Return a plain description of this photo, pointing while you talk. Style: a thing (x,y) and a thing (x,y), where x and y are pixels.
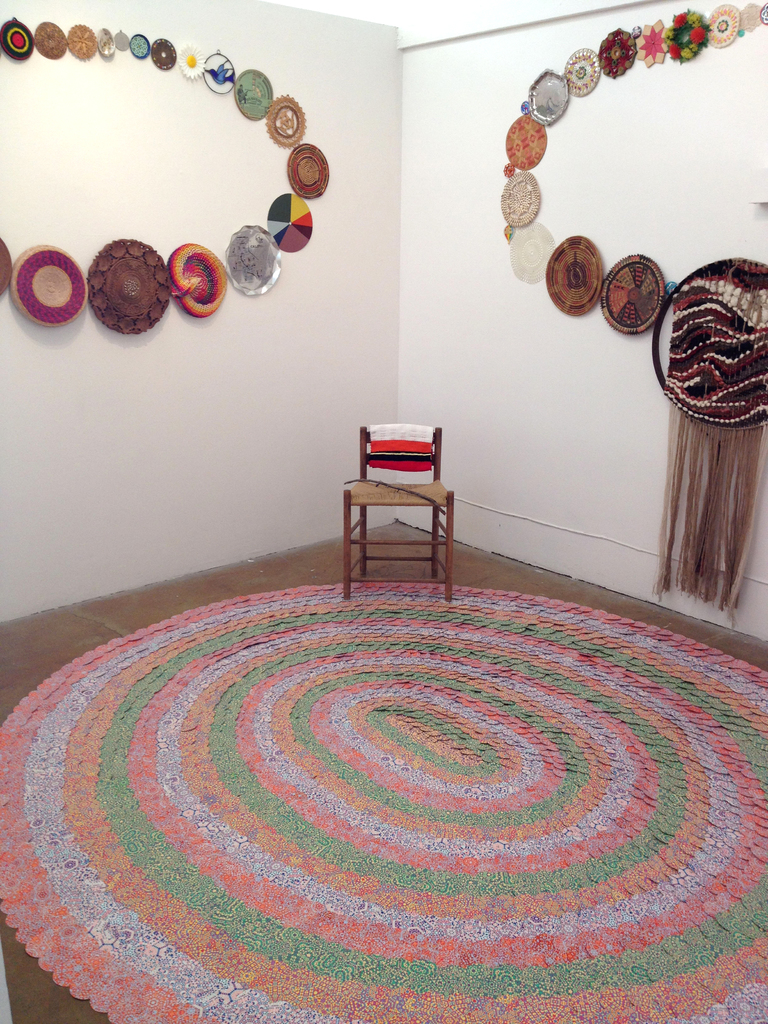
Here in this picture on the floor (54,1013) we can see a carpet (61,729) present and in the middle (352,572) we can also see a chair (352,572) present and on the walls (404,371) we can see some things (300,244) used with which the wall (6,222) is decorated.
